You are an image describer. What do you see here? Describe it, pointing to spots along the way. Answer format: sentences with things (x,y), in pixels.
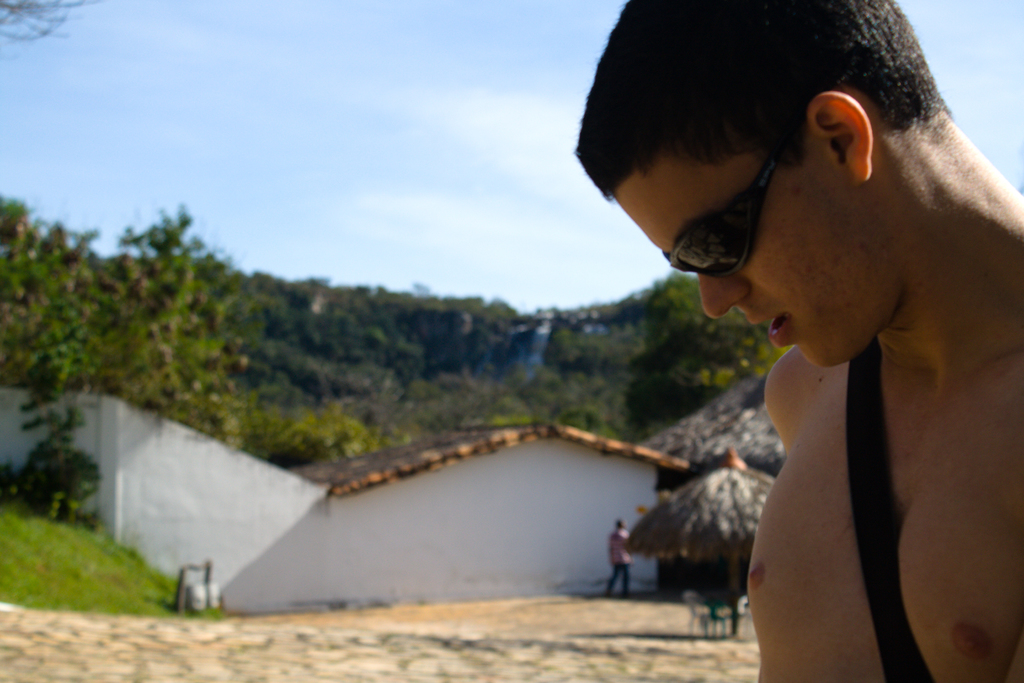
In this image, there are a few people (777,266). Among them, we can see a person (783,249) wearing spectacles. We can see the ground (130,682) with some objects (180,598). We can see some grass (67,531), plants (78,519) and trees (309,368). We can also see some houses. We can see the shed (775,444) and some chairs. We can also see the sky (458,58).
